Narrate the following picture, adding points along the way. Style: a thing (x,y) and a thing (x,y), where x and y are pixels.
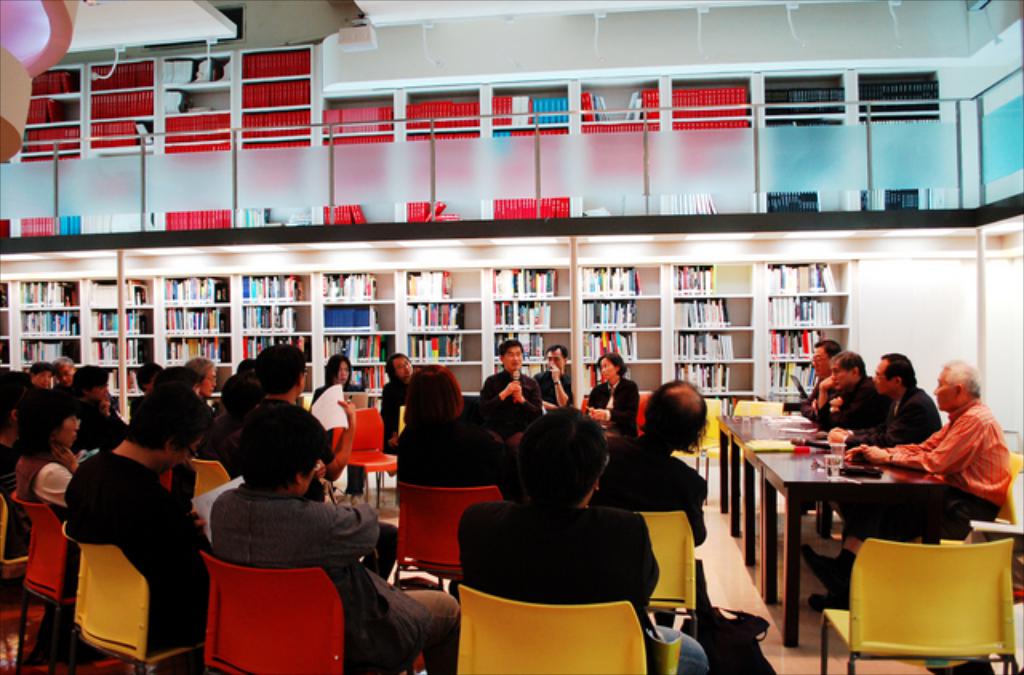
It seems to be the image is inside the library (393,159). In the image there are group of people (560,430) sitting on chair (674,515) in front of a table (818,491), on table (816,470) we can see glass (836,474), files (766,445). In middle (520,396) there is a man (534,396) sitting and talking, in background (99,312) there is a shelf (549,319) and books (435,346).
